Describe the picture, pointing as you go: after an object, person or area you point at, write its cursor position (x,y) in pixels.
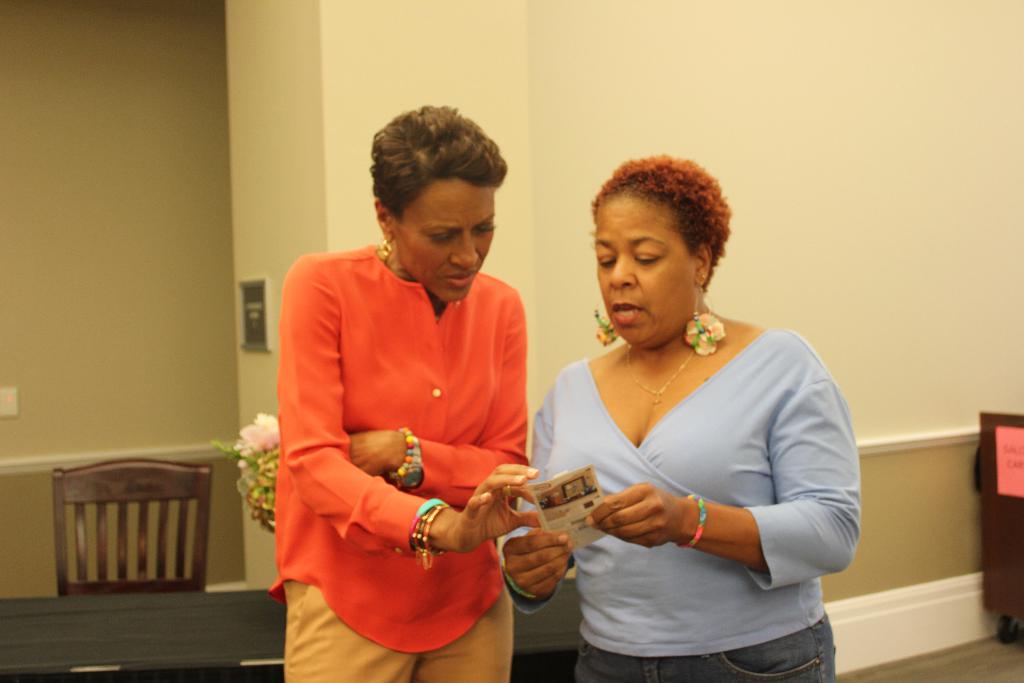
This woman (639,580) is holding a card (570,519). Another woman (411,279) is looking at this card (563,515). Background (188,487) there is a table (199,619) and chair (139,487). This is wall (891,125).
